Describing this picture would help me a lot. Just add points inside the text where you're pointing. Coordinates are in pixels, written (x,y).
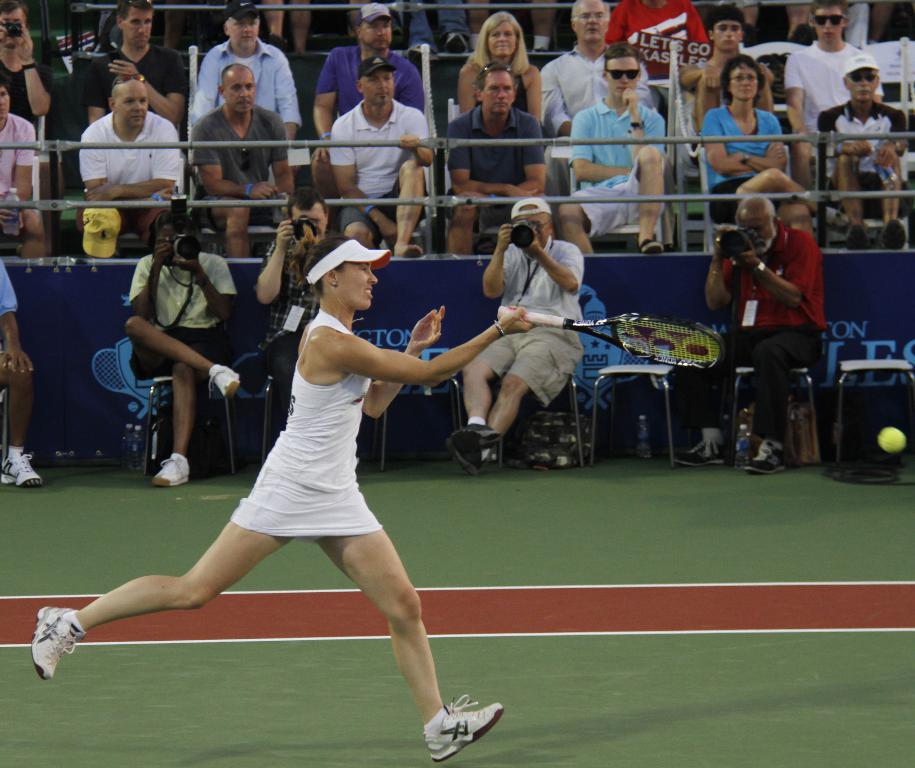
In this image i can see a woman (372,390) holding a racket (709,363) and i can see a ball (889,434) over here, and i can see few camera man (531,309) sitting and capturing her, and in the background (396,214) i can see few people (123,176) sitting.
